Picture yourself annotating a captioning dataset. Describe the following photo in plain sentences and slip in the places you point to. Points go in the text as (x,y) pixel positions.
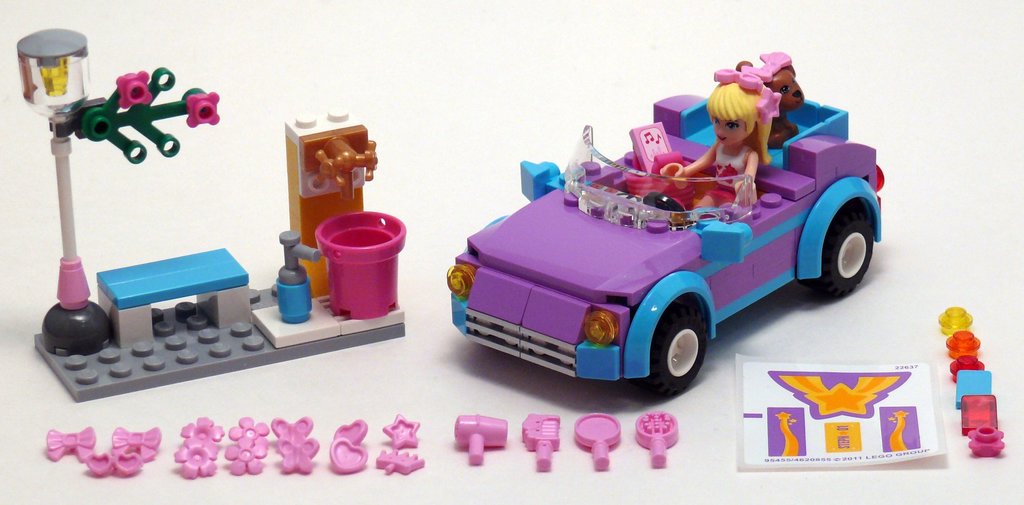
In this picture we can see toys (364,272) in the front (652,265), on the right side (765,223) there is a toy car (691,262), we can see a doll (732,162) in the car (723,223), at the right bottom (854,425) there is a paper (854,423), we can see a plain background (283,35).
